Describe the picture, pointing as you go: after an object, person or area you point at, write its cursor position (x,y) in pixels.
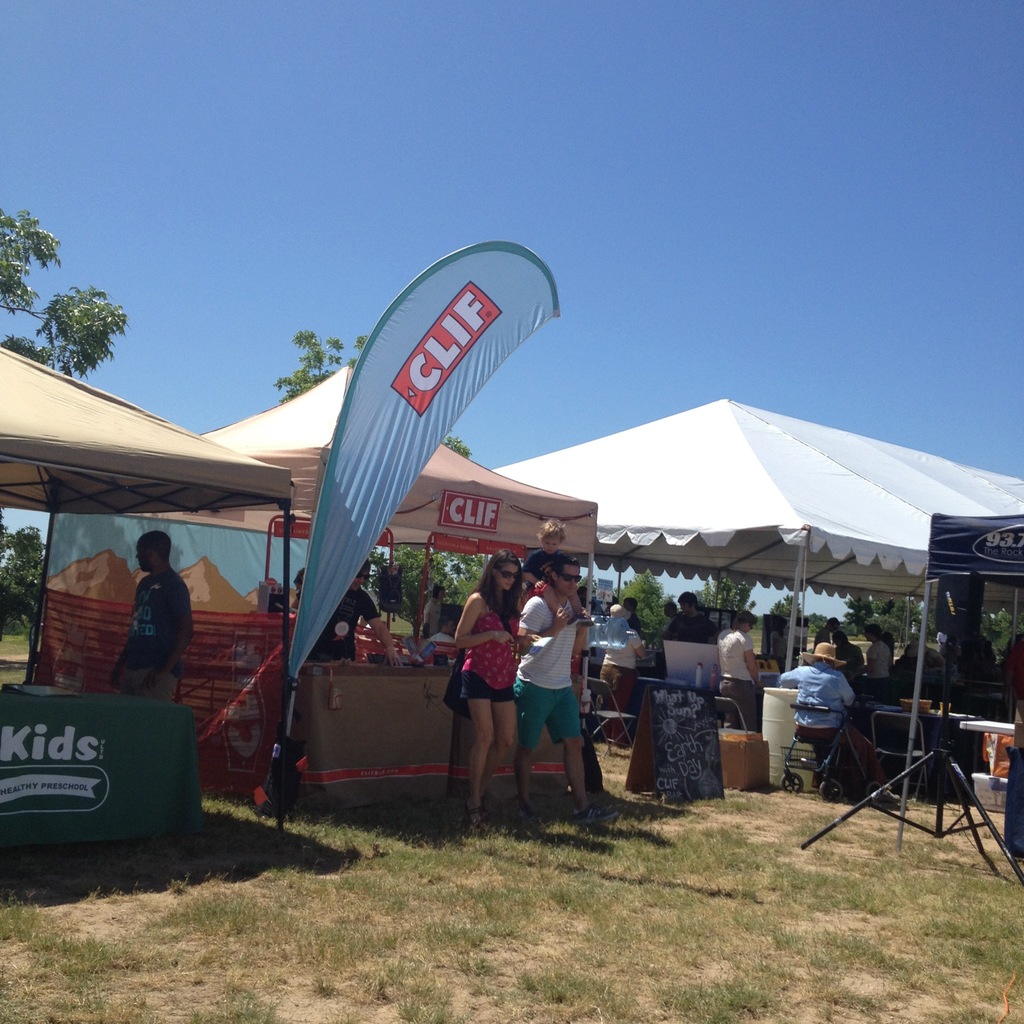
At the bottom (531,959) I can see grass (758,899) and a camera stand (939,797). In the middle (366,607) I can see a crowd (437,609), tents (727,526) and trees (658,624). On the top (520,180) I can see the sky (343,278). This image is taken during a day.
